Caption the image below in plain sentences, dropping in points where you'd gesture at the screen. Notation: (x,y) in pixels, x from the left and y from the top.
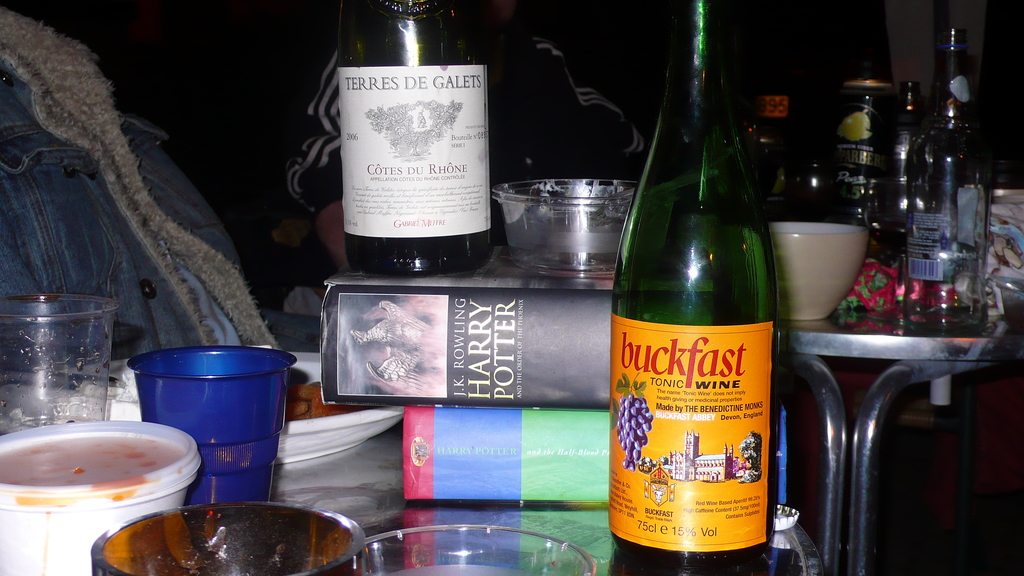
This Image consists of bottles (416,123), boxes (58,447), cups (267,368), books (326,369), plate (301,357), bowls (605,246), tables (889,358) and people (210,283). All these items (554,292) are on tables (360,490). People (108,237) are sitting at that table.
